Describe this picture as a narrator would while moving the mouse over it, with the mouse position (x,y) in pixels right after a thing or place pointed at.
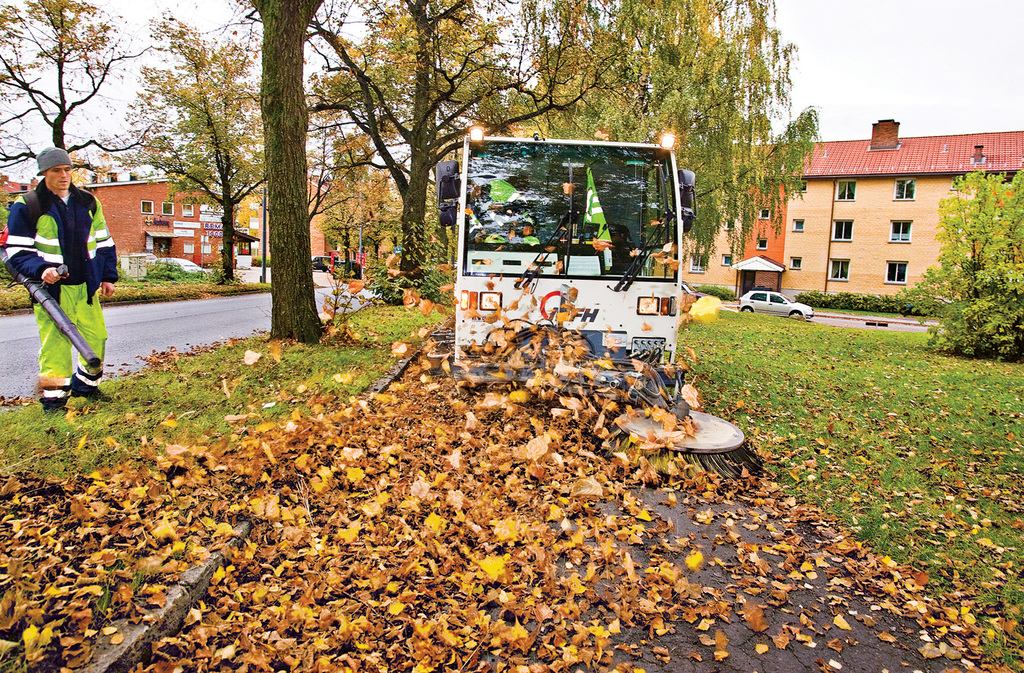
In this image we can see a person (50,274) holding an object (58,316), there are leaves (481,462) on the ground (481,462), there are few vehicles (647,305), buildings (810,229), windows (836,238), there are trees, plants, lights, also we can see the sky (922,72).
